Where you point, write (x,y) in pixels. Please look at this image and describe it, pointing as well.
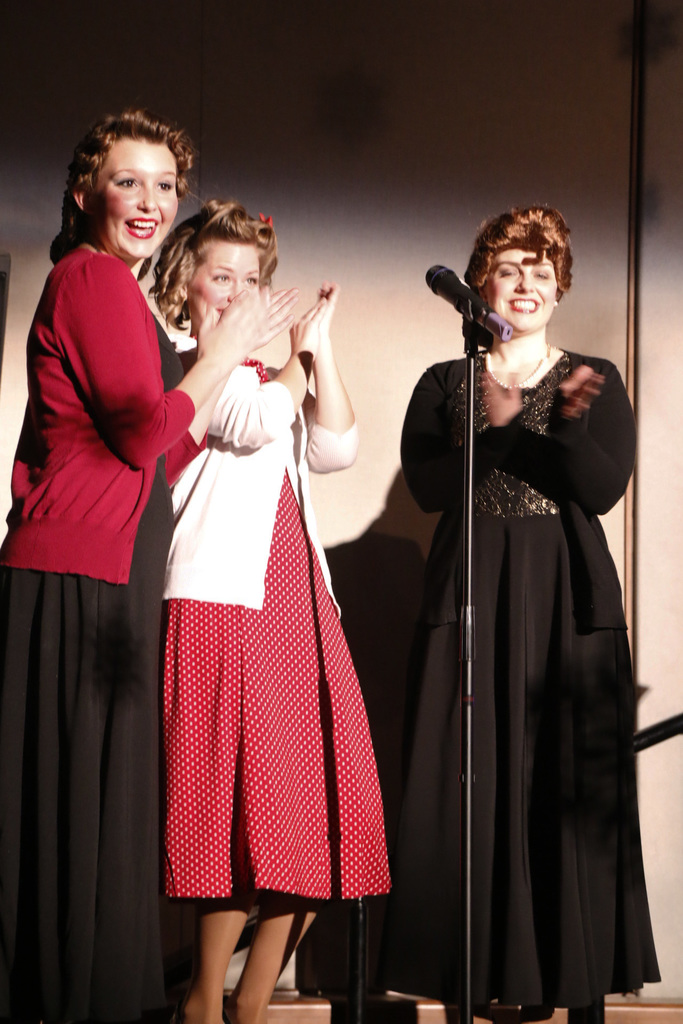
In this image we can see women (481,660) standing and there is a mic (460,296) in front of them and wall (426,157) in the background (426,157).
